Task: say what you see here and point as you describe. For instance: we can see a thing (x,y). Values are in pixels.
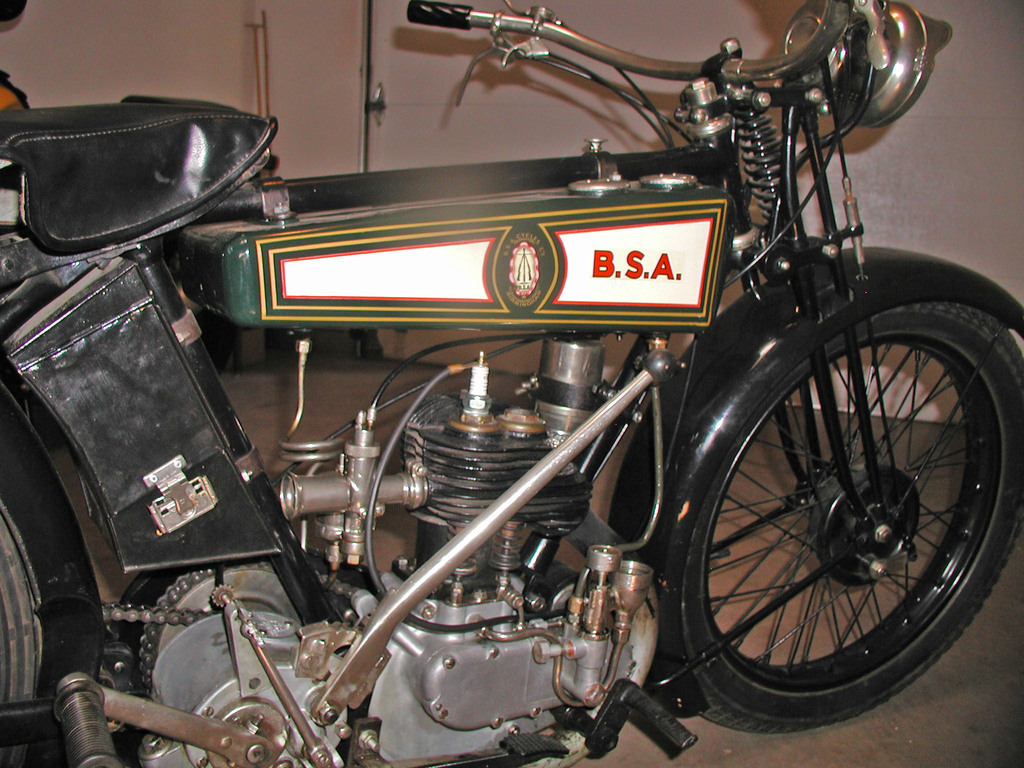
In this picture I can observe a bike (398,282). There is some text (621,276) on the white background. In the background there is a wall (958,176).
